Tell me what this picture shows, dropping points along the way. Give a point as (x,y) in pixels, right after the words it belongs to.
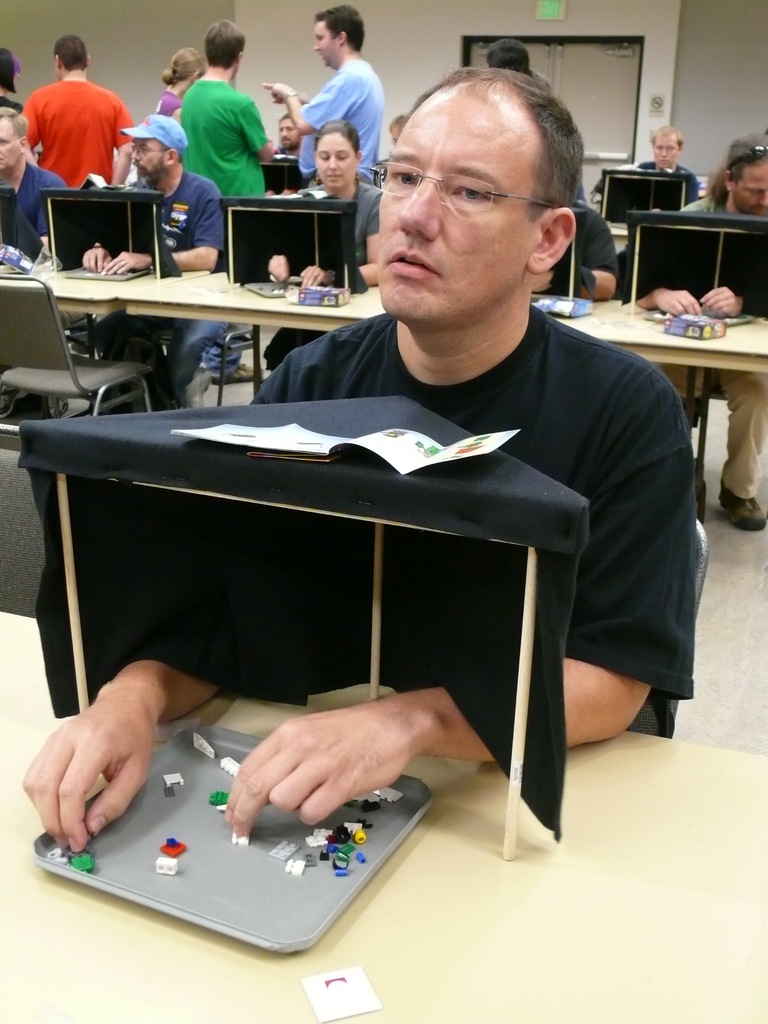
This is a picture taken in a room (428,10), there are a group of people (377,219) sitting on a chair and some are standing on the floor (753,639). The man (572,458) in black t shirt (593,422), in front of the man (613,571) there is a table (506,917) with a tray (264,873) with some toys (306,840) and paper (286,445). Background of this people (490,245) is a wall (167,31).
